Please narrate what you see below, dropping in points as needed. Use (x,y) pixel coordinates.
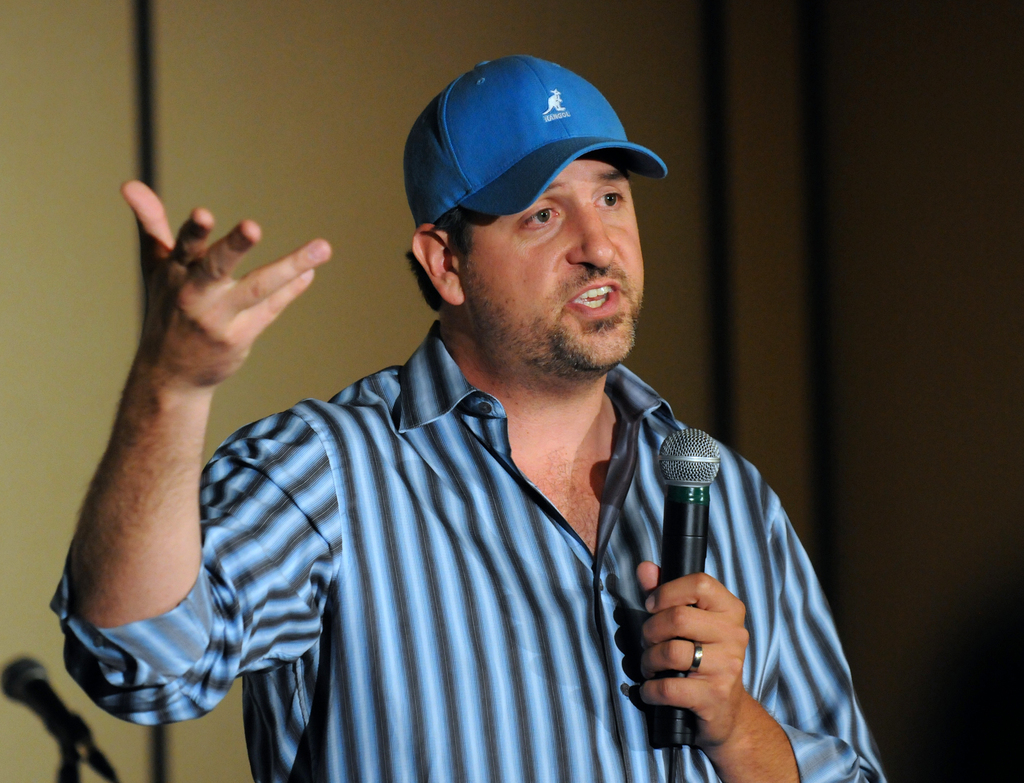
In this image I can see a person (528,501) holding a mike (691,515) on his hand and wearing a cap (509,144) on his head (579,250) and his mouth (587,292) is open.
